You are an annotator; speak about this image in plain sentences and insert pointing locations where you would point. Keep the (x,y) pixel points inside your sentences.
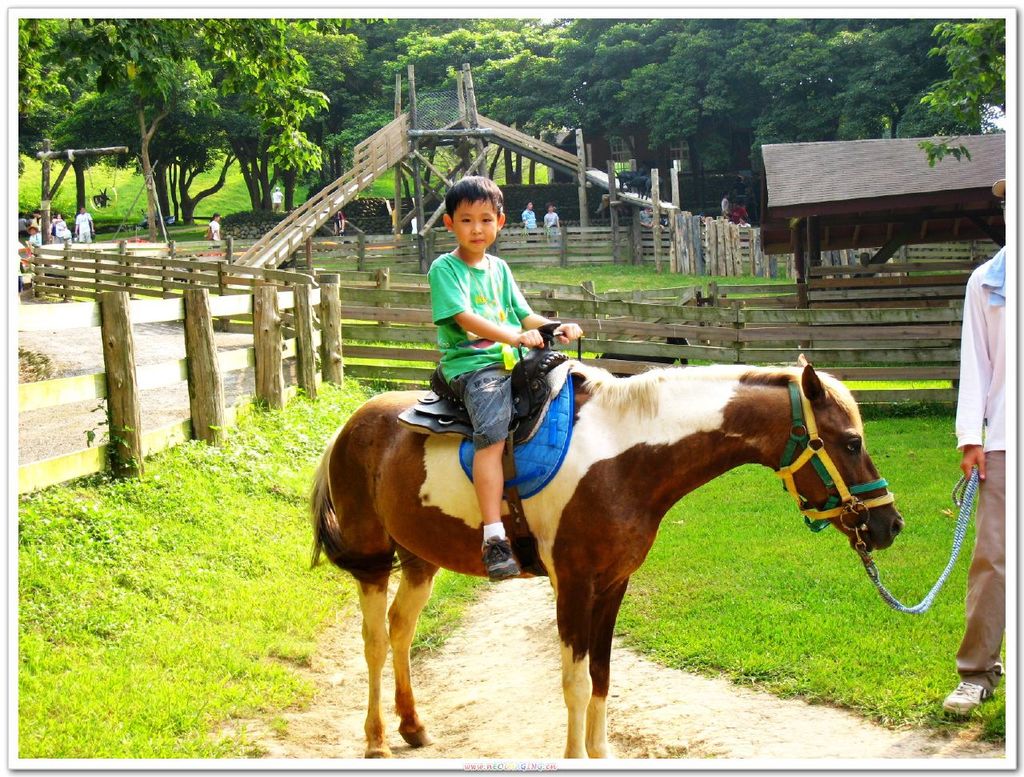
This image is taken outdoors. At the bottom of the image (151,623) there is a ground (211,611) with grass (723,632) on it. In the background (230,135) there are many trees (253,48) on the ground (131,175). There are a few wooden fences (239,302) and there is a stable (817,185). A few people (553,209) are walking on the ground (105,211) and a few (64,221) are standing. In the middle of the image (496,397) a boy (481,327) sat on a horse (461,482). On the right side of the image (1000,379) a man (965,373) is standing on the ground (943,388) and he is holding a rope (897,605) which is tied to a horse (859,524).
